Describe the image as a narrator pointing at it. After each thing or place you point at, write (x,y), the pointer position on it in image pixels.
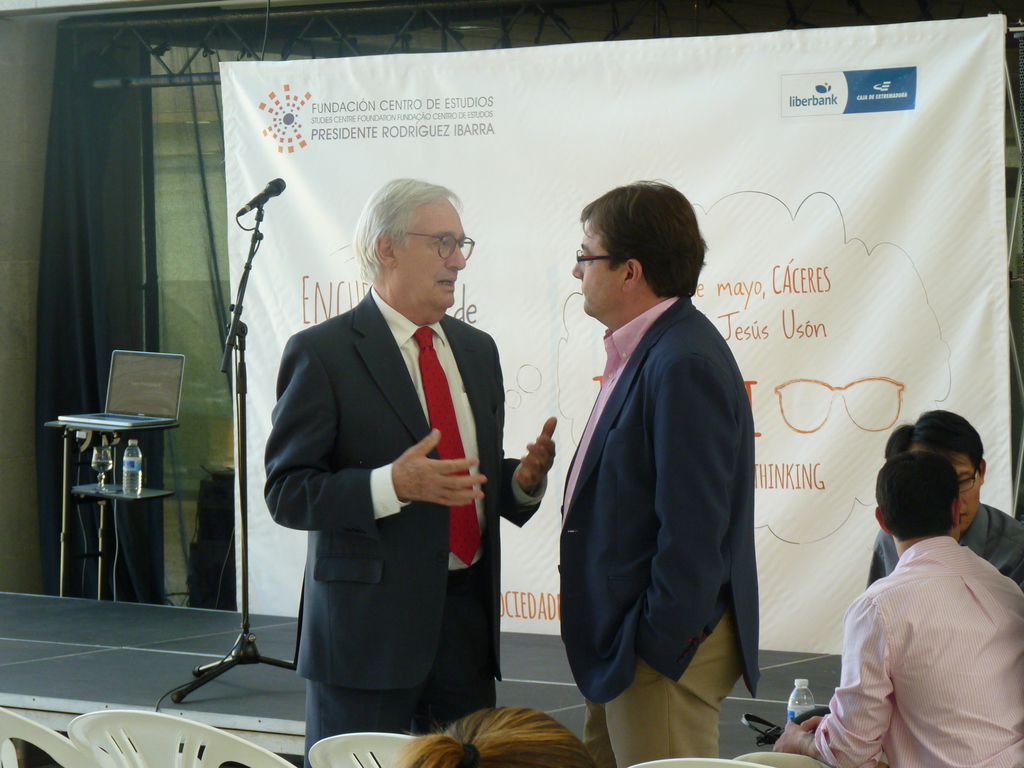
There are two persons (543,474) standing on the floor (530,680) and they wore spectacles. Here we can see two persons (916,574) are sitting on the chairs (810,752). In the background (266,660) we can see a mike (241,431), laptop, bottle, cloth (94,566), and a banner (611,170).
